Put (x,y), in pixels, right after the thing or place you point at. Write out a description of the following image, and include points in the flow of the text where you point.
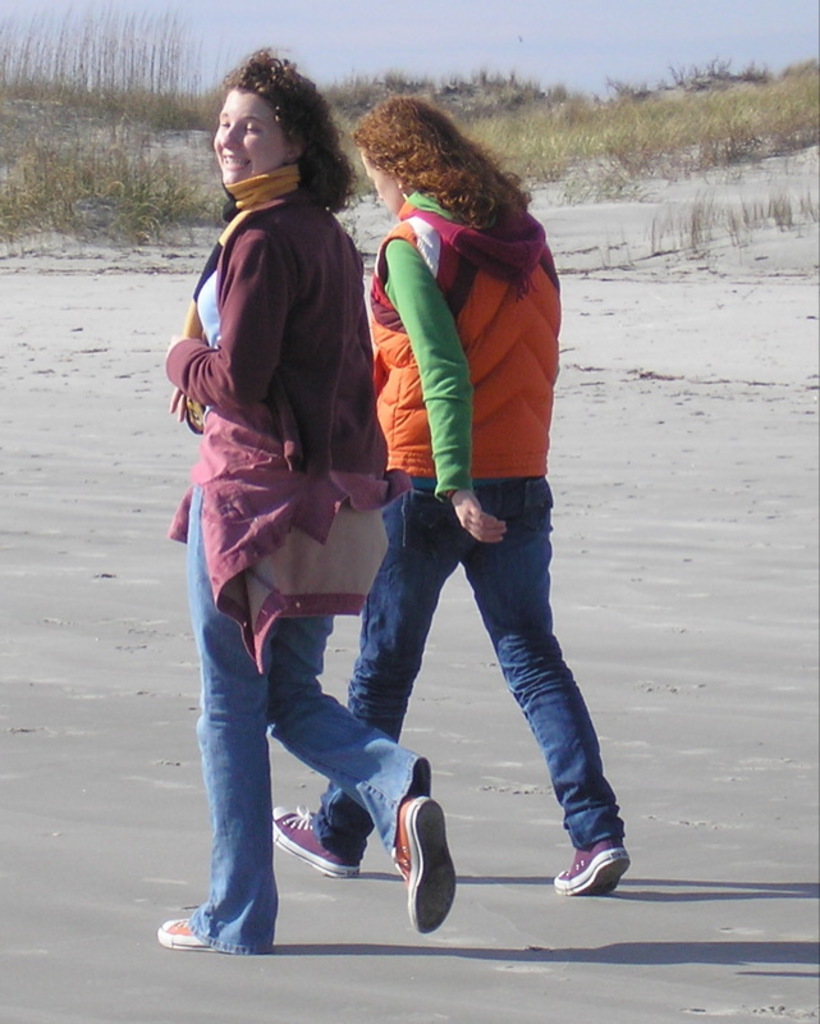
In this image I can see there are two women (282,309) walking on sand (119,740), at the top (670,15) I can see the sky (676,52) and there is grass (514,75) visible at the top (664,93).
